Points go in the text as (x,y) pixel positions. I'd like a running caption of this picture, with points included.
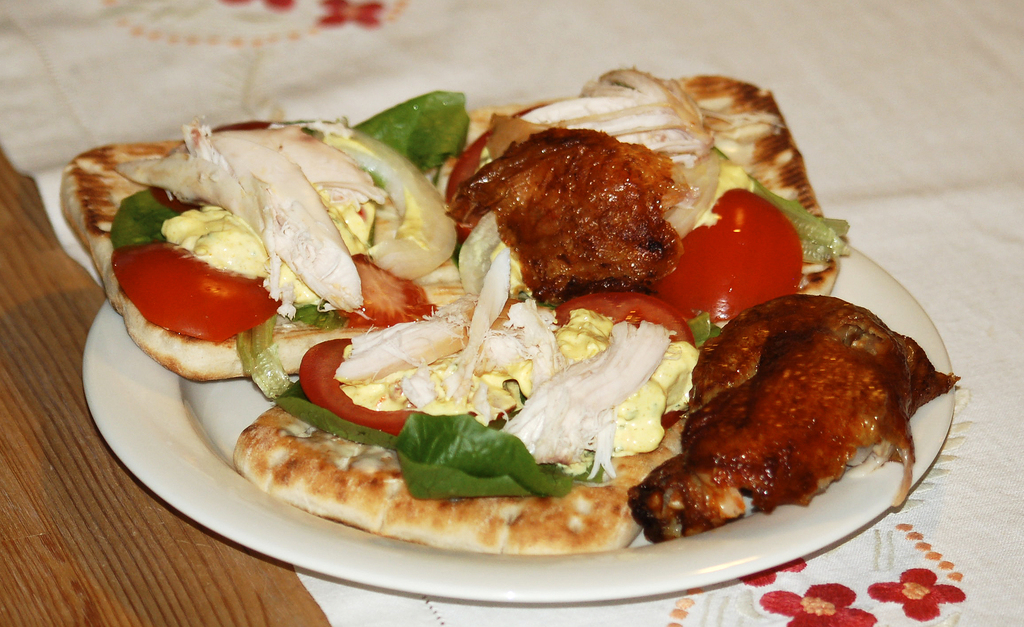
In the image on the wooden surface (190,563) there is a cloth (259,69) with a design (828,596) on it. On the cloth (855,592) there is a plate (124,350) with food items (382,307) in it.
